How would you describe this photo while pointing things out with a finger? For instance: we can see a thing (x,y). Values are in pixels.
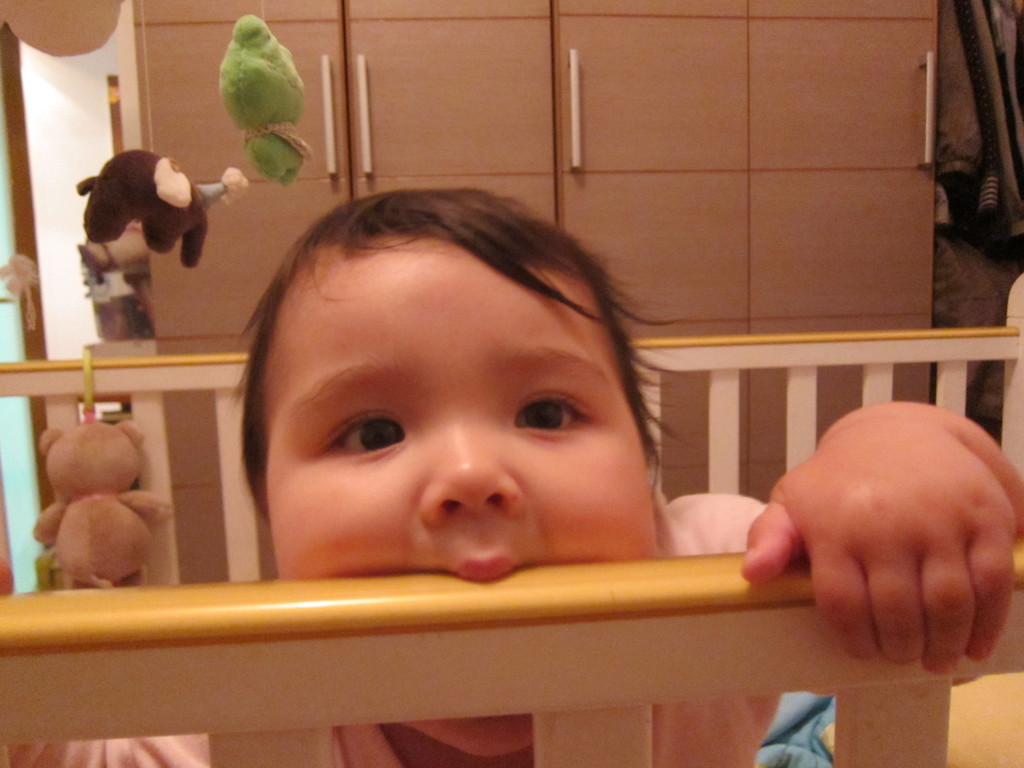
This is a zoomed in picture. In the foreground (407,318) there is a kid (346,495) seems to be standing in the cradle (380,631). In the background (860,94) we can see the wooden cabinet (803,179), some clothes (973,141) and soft toys (109,527).
